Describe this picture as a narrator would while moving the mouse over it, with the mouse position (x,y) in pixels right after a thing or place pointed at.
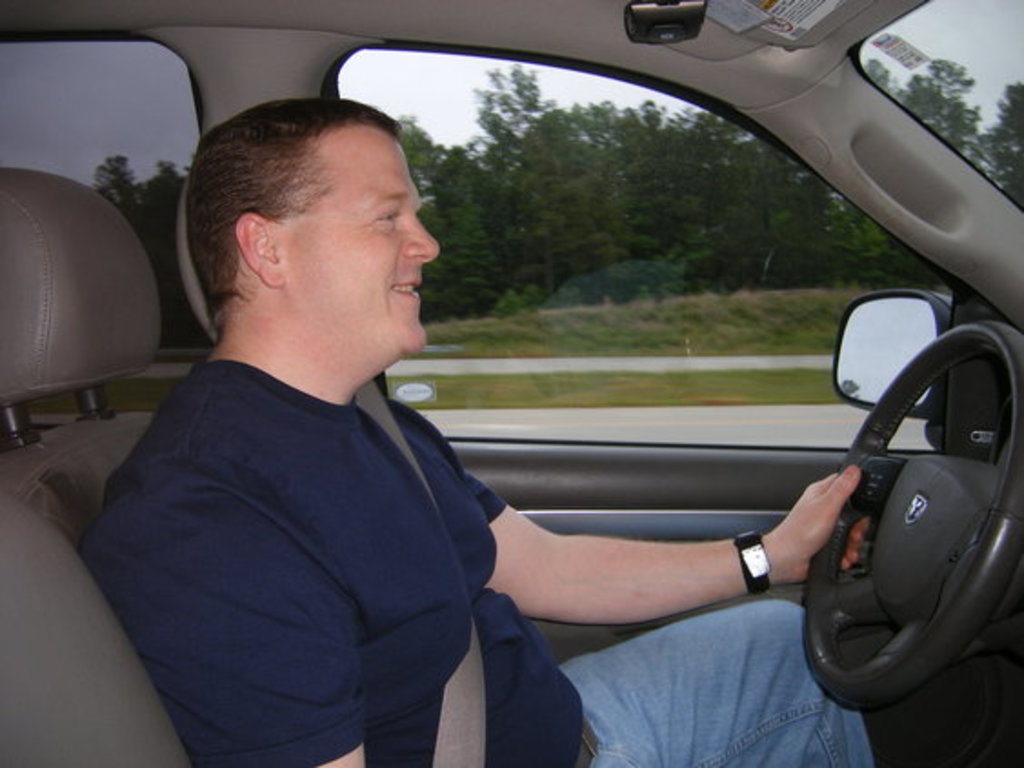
There is a man (372,198) in the center of the image (364,449) inside a car (590,453) and there is greenery (540,235) in the background area (540,237).
